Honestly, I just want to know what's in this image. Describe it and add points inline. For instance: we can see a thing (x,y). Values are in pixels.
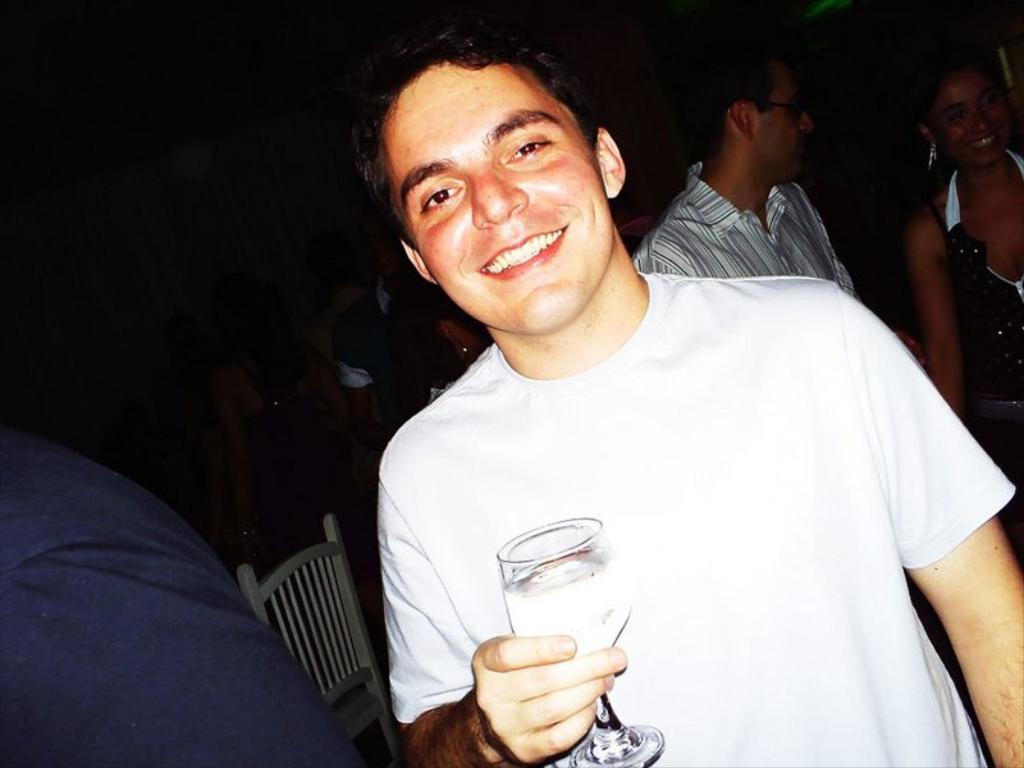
In this image we can see a person (551,730) holding a glass (605,738) in his hand (510,669). In the background (949,155) we can see few people (948,153) and a chair (306,607).
